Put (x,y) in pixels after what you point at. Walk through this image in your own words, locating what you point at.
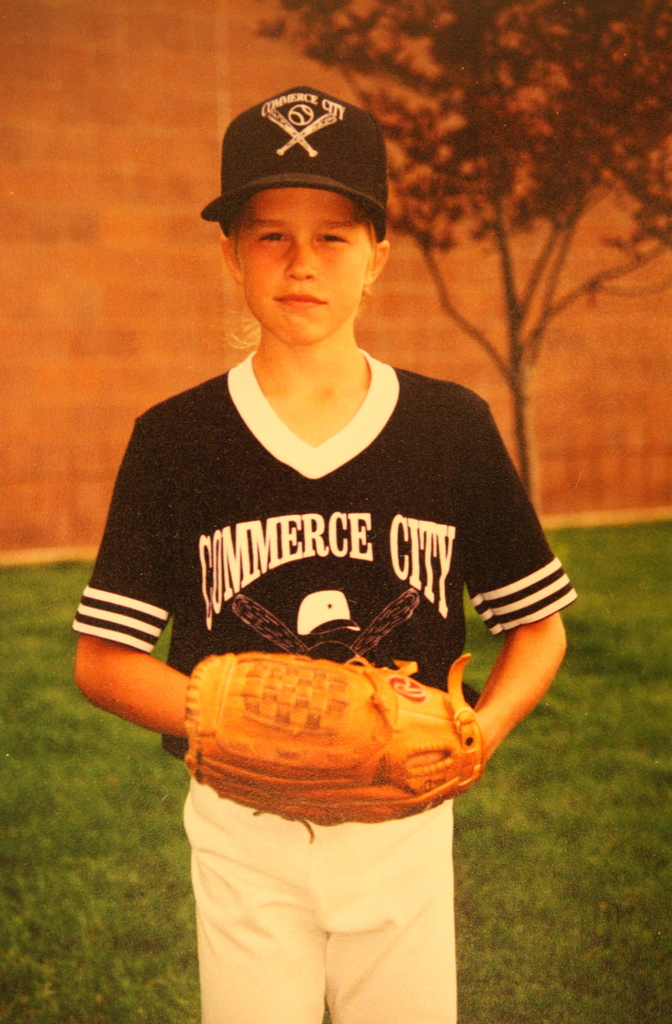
This image consists of a boy (453,605). He is wearing gloves (329,808). He is wearing a black shirt (280,590) and white pant (437,1014). He is wearing a cap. There is a tree (593,140) behind him.
